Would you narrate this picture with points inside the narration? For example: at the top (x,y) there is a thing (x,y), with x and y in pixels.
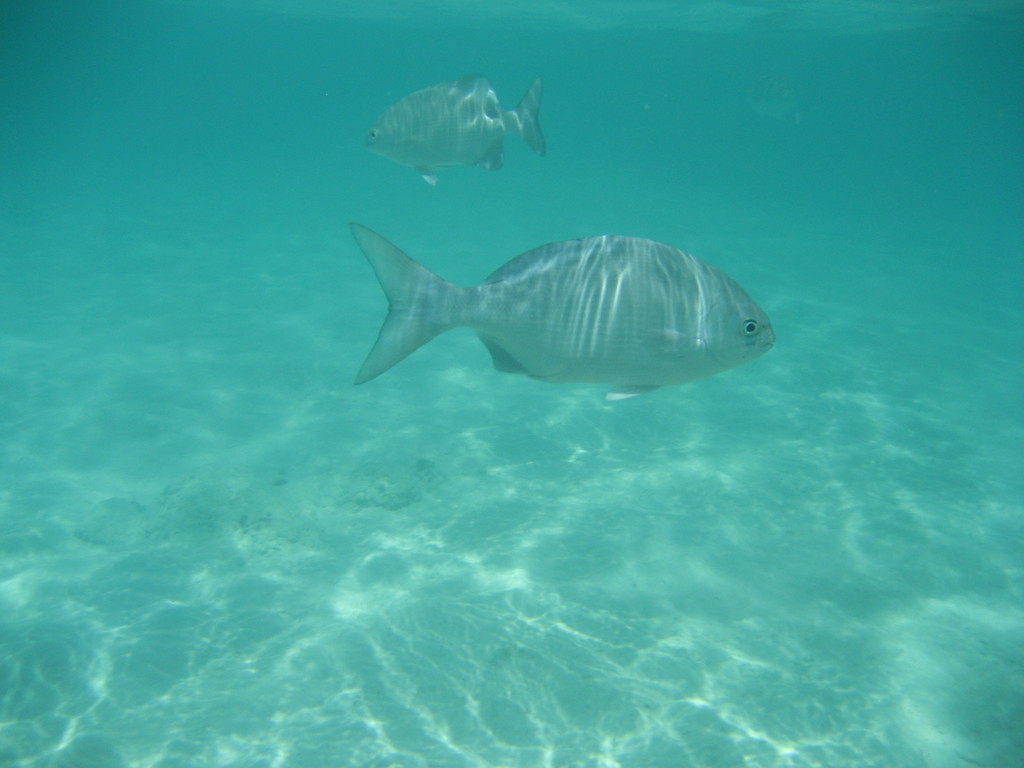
There are 2 fishes (532,288) in the water (799,296).
